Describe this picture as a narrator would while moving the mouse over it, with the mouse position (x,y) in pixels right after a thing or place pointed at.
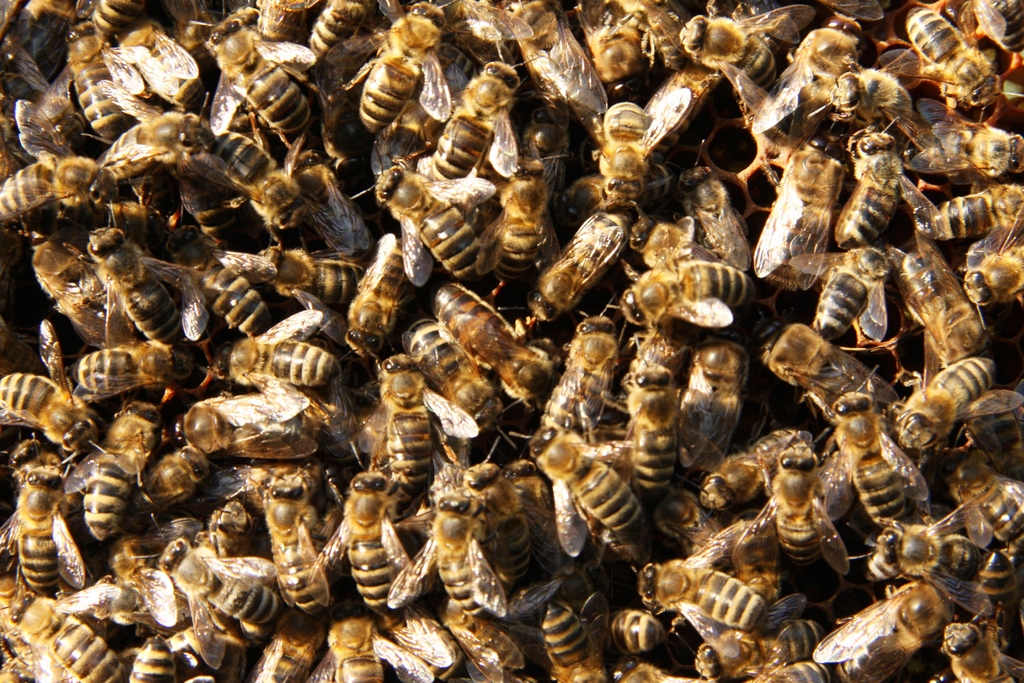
This is the image of group of honey bees (451,519).
